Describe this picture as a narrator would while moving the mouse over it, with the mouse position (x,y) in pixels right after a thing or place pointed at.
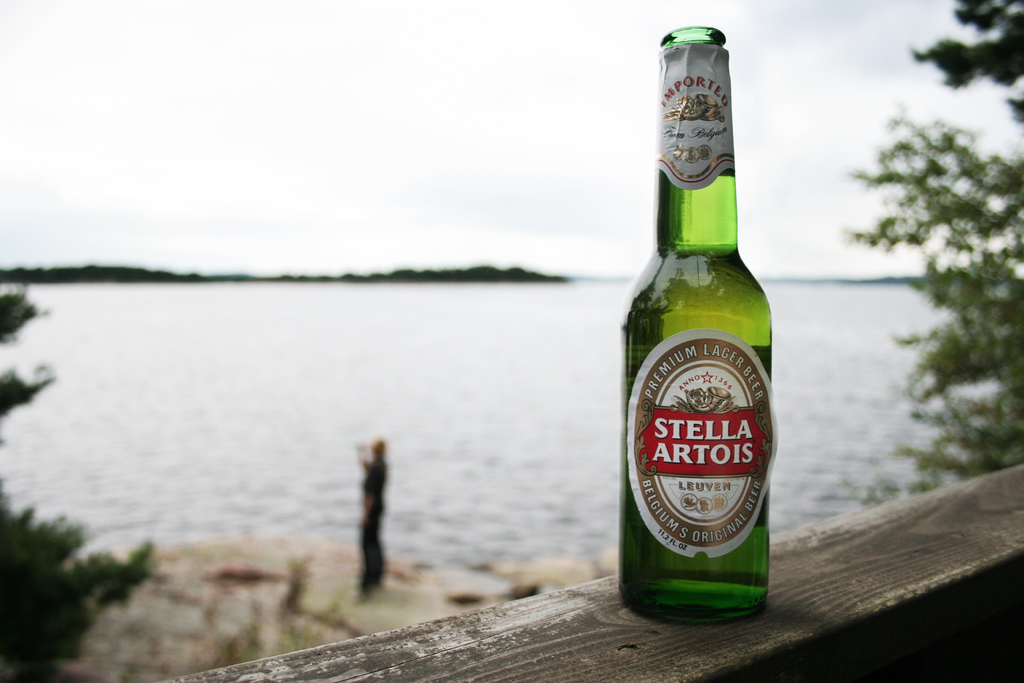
There is a wooden stick (823,535). There is a bottle (749,470) on a stick (839,588). The bottle (749,404) has a sticker (720,447). We can see in the background (406,421) sea (431,415), trees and man (368,451).
